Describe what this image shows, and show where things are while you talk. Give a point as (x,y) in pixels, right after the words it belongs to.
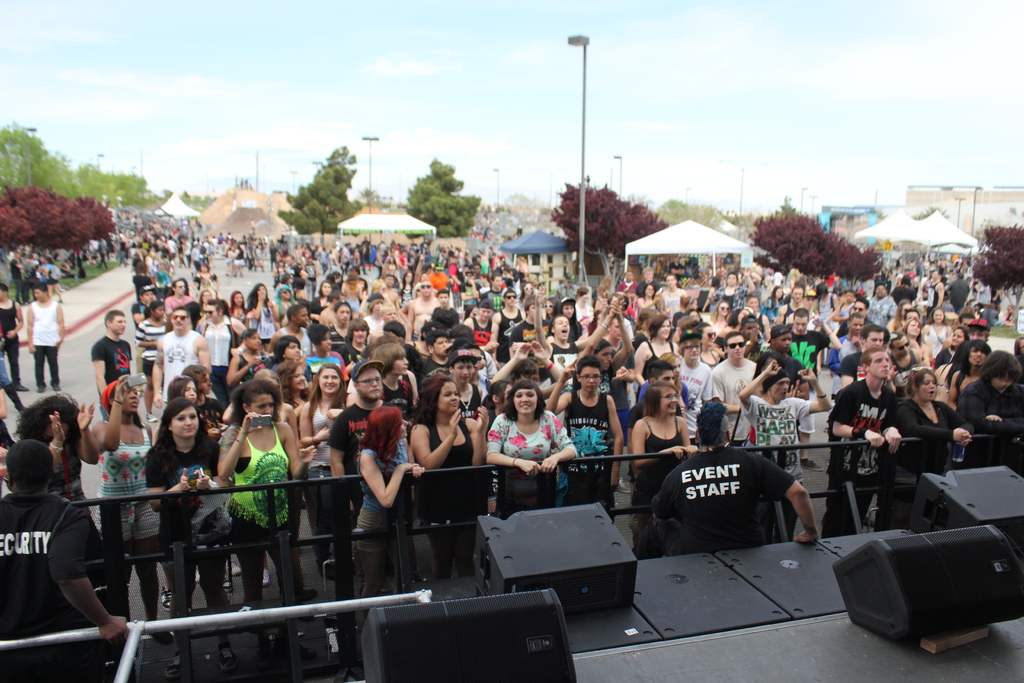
In this image at the bottom (258,505) we can see few persons (258,533) are standing at the fence (315,542), poles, boxes (517,658) on the stage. In the background (552,244) we can see many people (395,285), poles (498,181), trees (20,199), tents (552,244), houses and clouds (432,139) in the sky (456,83).
